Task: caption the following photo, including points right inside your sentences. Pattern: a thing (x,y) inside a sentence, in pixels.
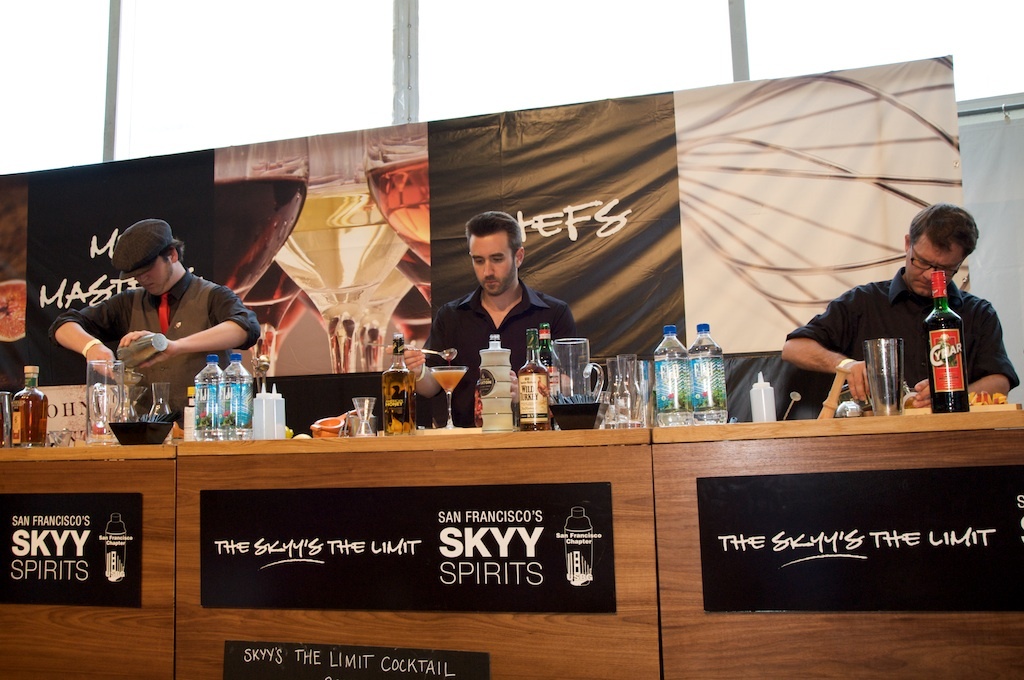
This is a picture of three people (924,266) who are behind the desk (873,446) and on the desk (50,463) we have some jars (643,366), glasses (643,369), bottles (491,390) and some things (557,415).
